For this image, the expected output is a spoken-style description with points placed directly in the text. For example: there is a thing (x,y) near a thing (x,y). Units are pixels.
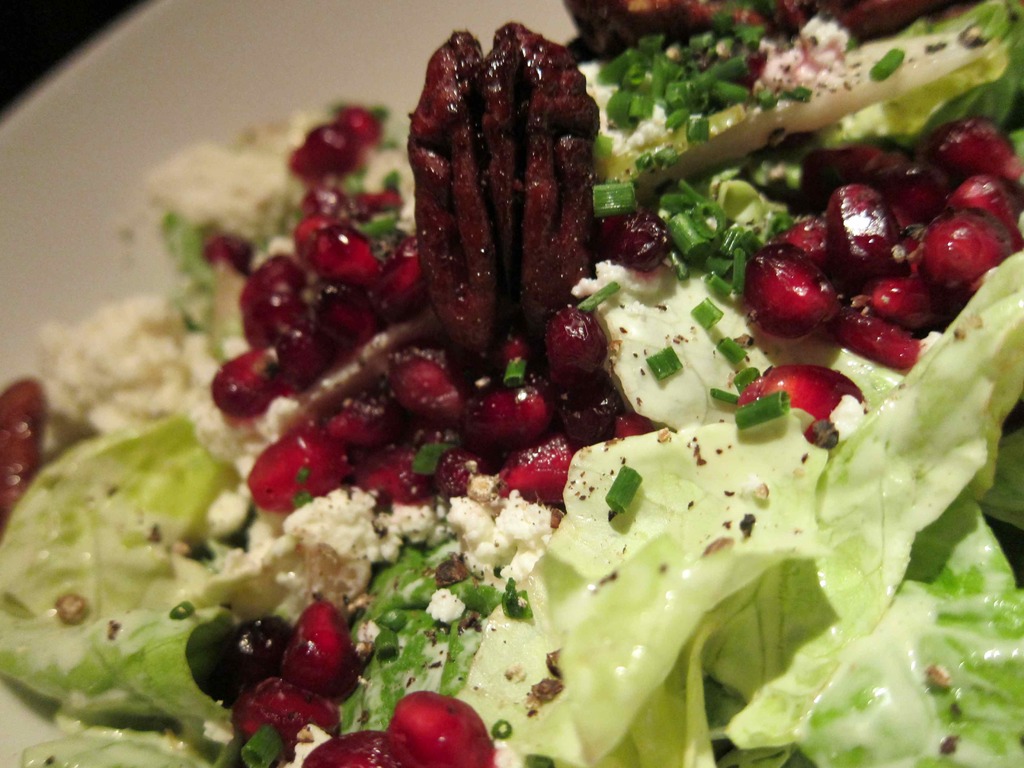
In this picture we can observe some food (189,568) in the white color plate (230,82). We can observe cabbage (647,639) and pomegranate (383,421) in the plate (289,74).
